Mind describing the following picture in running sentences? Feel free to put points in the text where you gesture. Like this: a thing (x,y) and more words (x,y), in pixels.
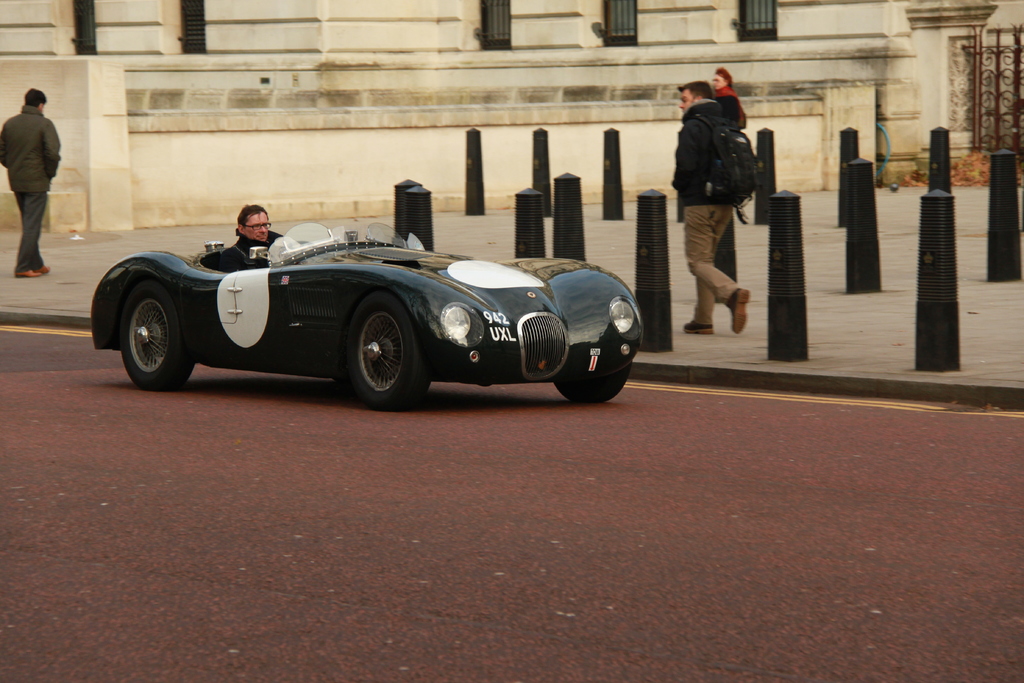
In this image i can see a car (323,299) and the man (246,256) in the car (227,298) at the back ground (775,138) i can see few people (712,116) walking, building (501,31) and a pole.
